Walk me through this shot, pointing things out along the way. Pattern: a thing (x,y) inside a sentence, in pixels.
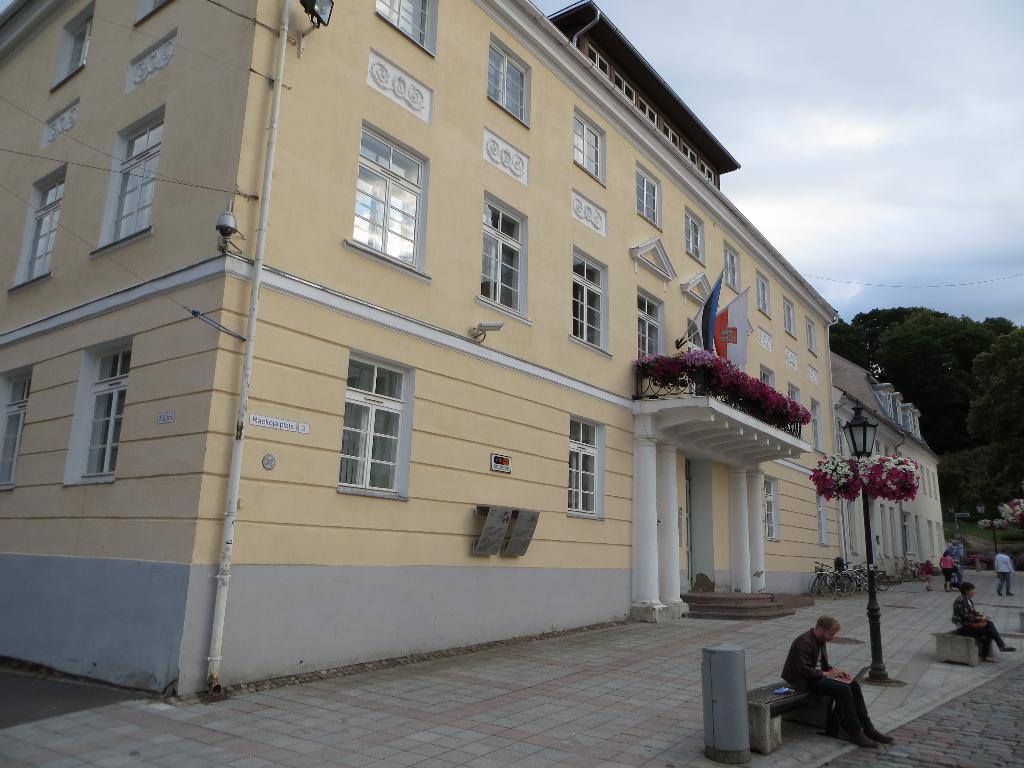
In this image we can see a building (305,348) with windows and pillars (744,502). On the building (692,399) there are flowering plants (768,405). Also there are flags (715,324) with poles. Near to the building (755,308) there is a sidewalk (888,640). There are two persons (828,658) sitting on benches (795,693). And there is a light pole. On the light pole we can see flowering plants (868,487). In the back (902,341) there are trees (1003,372). In the background (872,218) there is sky (889,214) with clouds (999,213). Also we can see few people (925,570). And there are cycles (845,563).
